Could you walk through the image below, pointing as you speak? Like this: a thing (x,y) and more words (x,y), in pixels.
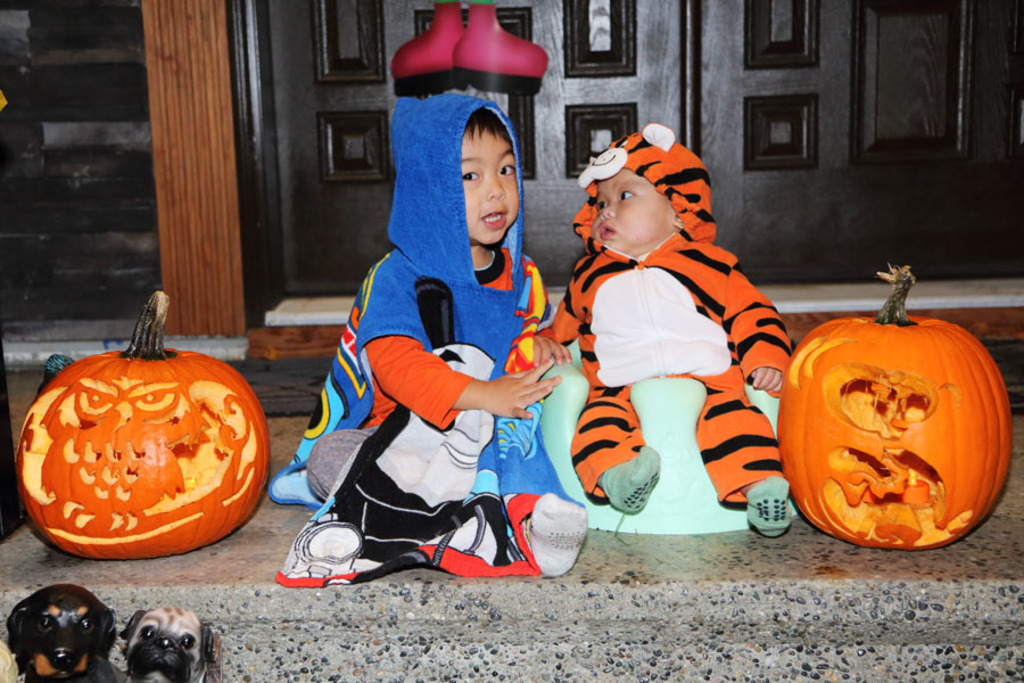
The boy (408,309) in red T-shirt (423,349) and blue jacket (349,368) is sitting and he is trying to talk something. Beside him, the baby (636,296) in orange jacket (631,327) is sitting on the baby seat (665,487). On either side of the picture, there are two carved pumpkins (843,431). Behind them, we see a door (646,104) in black color. In the left bottom of the picture (155,627), there are two dog figurines (150,629).
